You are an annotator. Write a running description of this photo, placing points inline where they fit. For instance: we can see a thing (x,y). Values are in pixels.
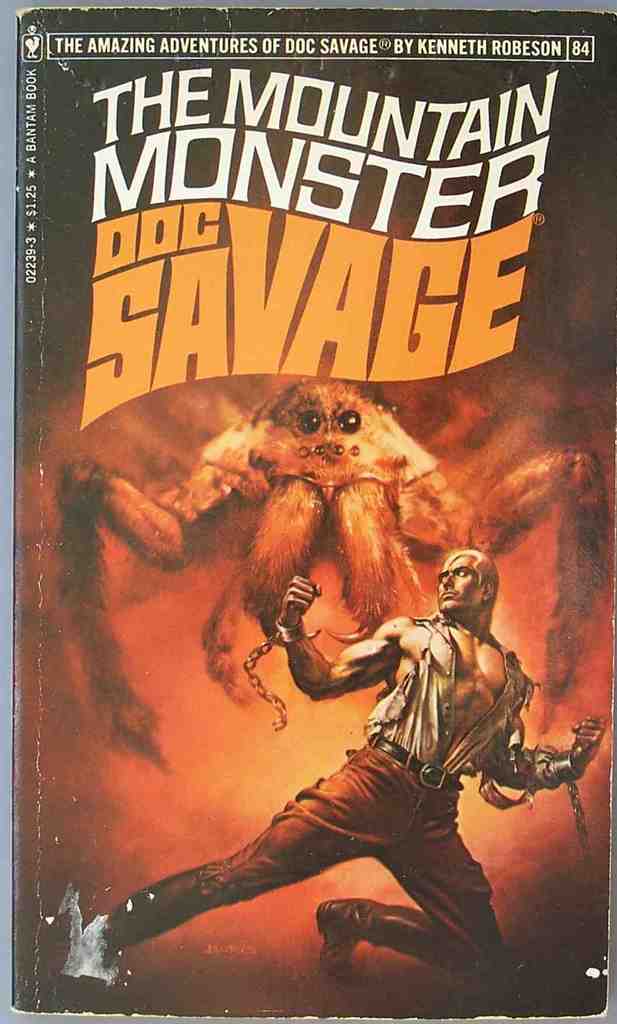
This image is a poster of DOC SAVAGE and I can see a monster like spider (335,428) in the center of the image (287,448) and I can see a person (384,663) with a broken handcuffs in the bottom right corner of the image (418,730).
